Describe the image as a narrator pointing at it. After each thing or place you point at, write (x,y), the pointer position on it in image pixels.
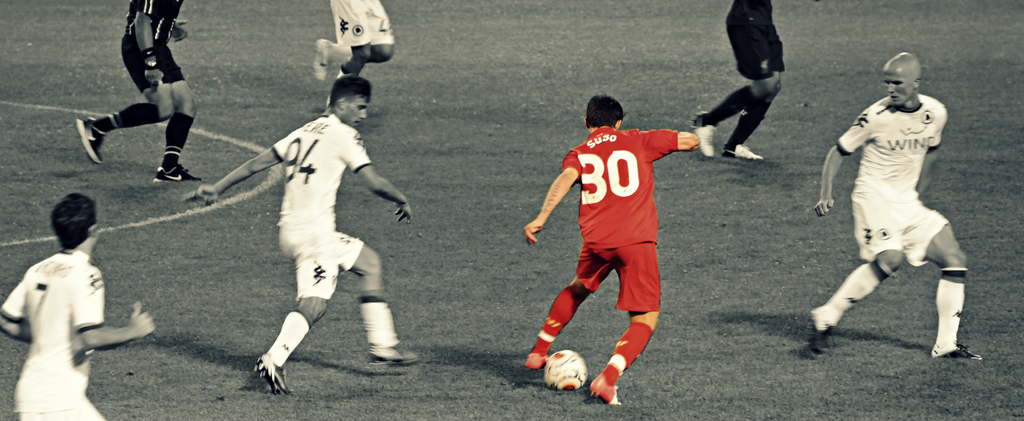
In this picture we can see some persons (610,395) playing football in the ground (555,79). and this is the grass (541,91).
